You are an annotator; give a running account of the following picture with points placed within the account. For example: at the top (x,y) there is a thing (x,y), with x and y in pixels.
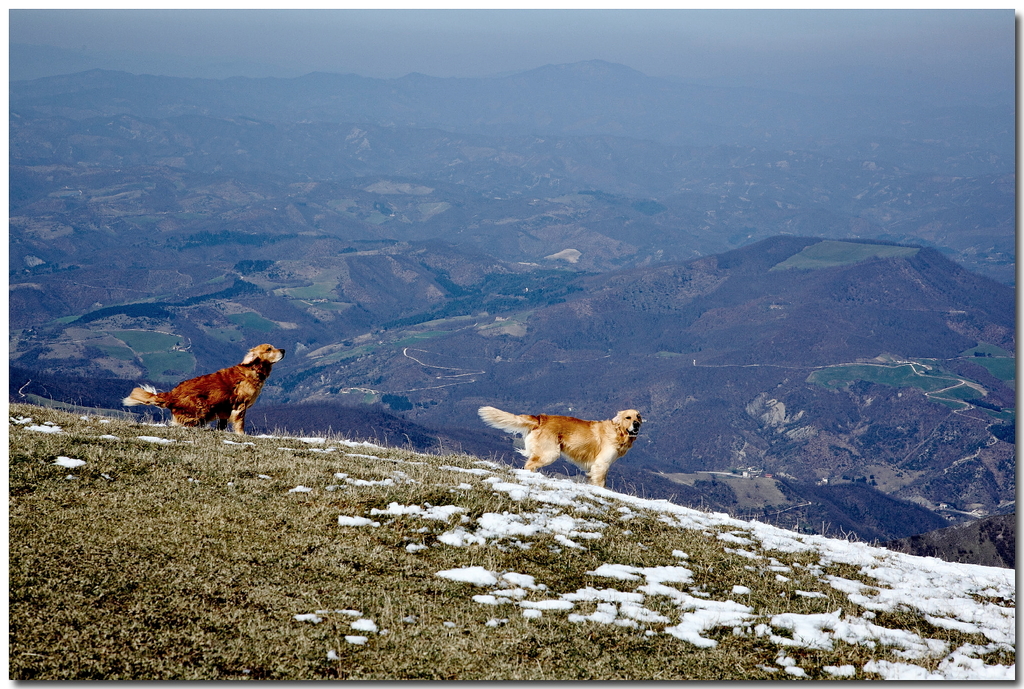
In this picture we can see dogs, grass (271,460) on the ground (184,554), here we can see snow (676,574) and in the background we can see mountains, sky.
